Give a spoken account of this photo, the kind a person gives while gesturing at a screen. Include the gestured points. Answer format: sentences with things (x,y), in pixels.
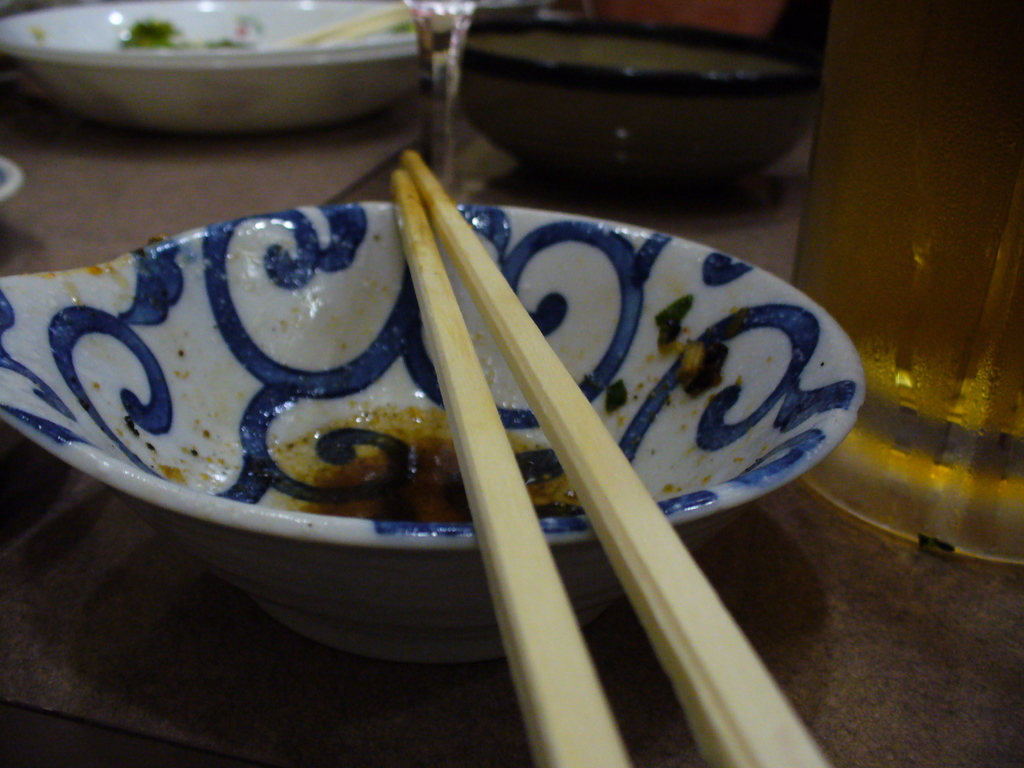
In this picture we can see some bowls (294,235) on the table (886,614). And these are the chopsticks (565,609).
